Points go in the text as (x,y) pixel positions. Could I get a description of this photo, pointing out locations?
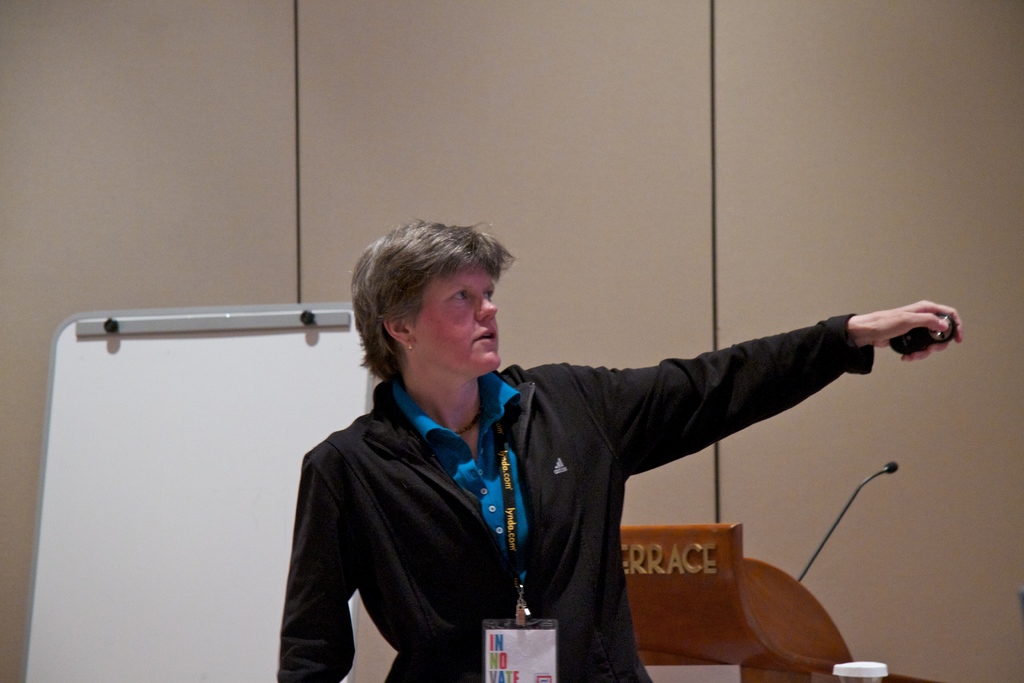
In this image, there is a person (536,427) in front of the wall (655,310) and holding a remote (915,351) with her hand (912,326). There is a podium (745,579) in the bottom right of the image (729,652). There is a board (148,507) on the left side of the image (71,383).
